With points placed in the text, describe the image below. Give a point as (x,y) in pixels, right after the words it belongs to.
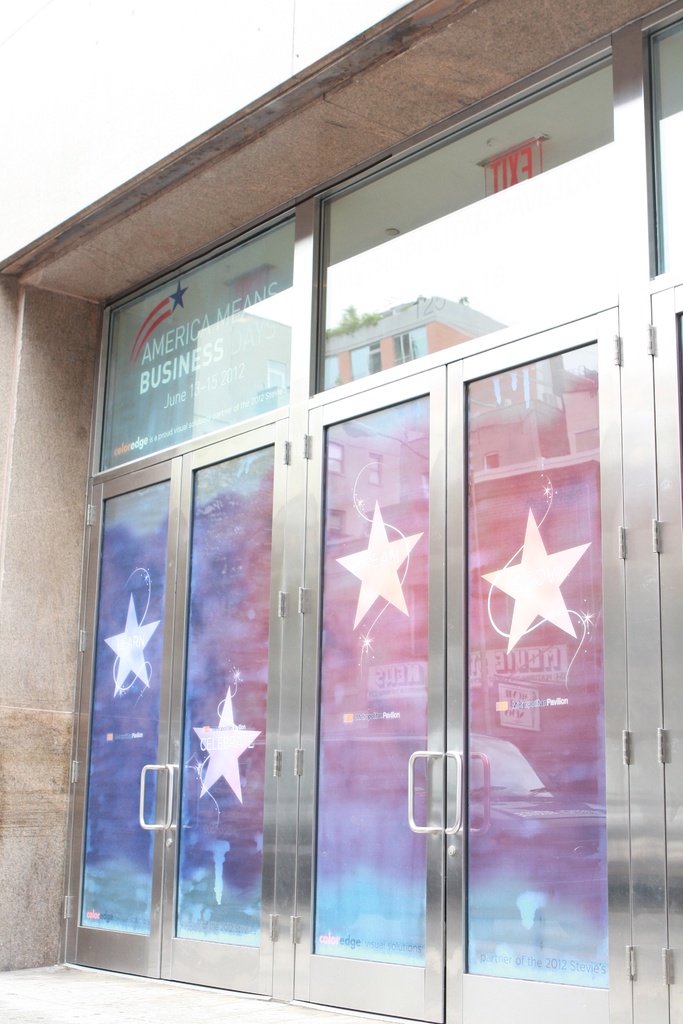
In this picture we can see doors (395,802) with stars (535,538) on it, handles (458,789), glass (228,278) with some text (256,333) on it, name board (502,177) and from glass (552,299) we can see buildings (343,382) with windows (330,368), sky (429,264).
